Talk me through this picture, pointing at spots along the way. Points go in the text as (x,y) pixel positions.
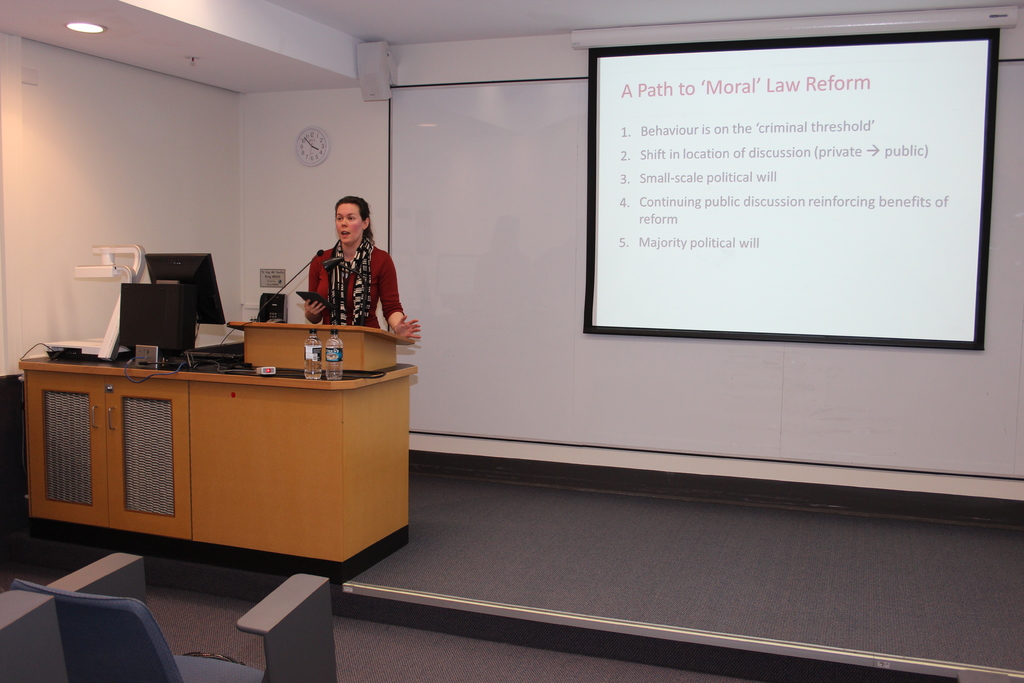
In this image, we can see a person (378,265) wearing clothes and standing in front of the podium (344,337). There are monitors (163,307) and bottles (334,360) on the table (119,419) which is on the left side of the image (164,383). There is a screen (798,131) in the top right of the image (798,131). There is a light (86,23) in the top left of the image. There is a chair (155,623) in the bottom left of the image (147,644).
